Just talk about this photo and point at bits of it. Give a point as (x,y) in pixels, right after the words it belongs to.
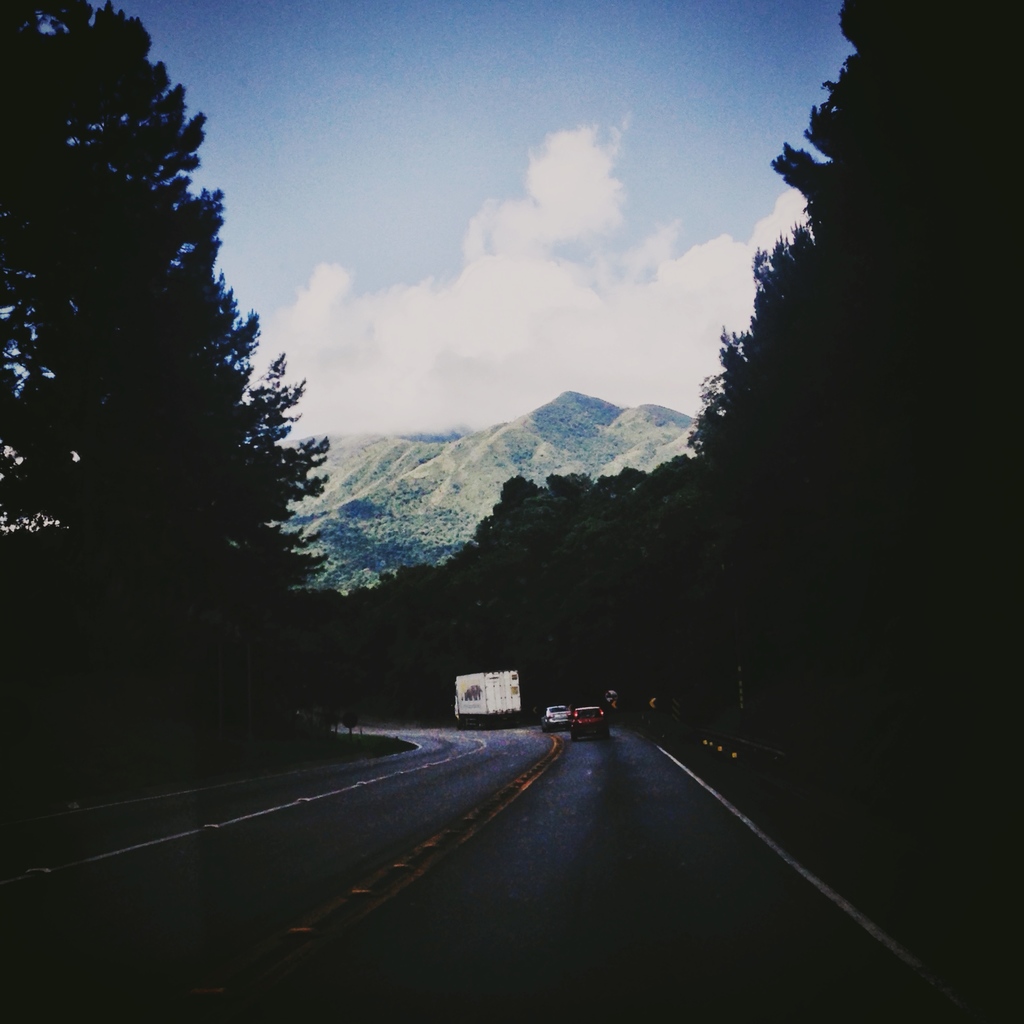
In the image there is a road (546,815) and there are few vehicles (519,722) on the road (563,754), around the road (515,864) there are many trees (783,555) and in the background (383,478) there is a mountain (471,483).
